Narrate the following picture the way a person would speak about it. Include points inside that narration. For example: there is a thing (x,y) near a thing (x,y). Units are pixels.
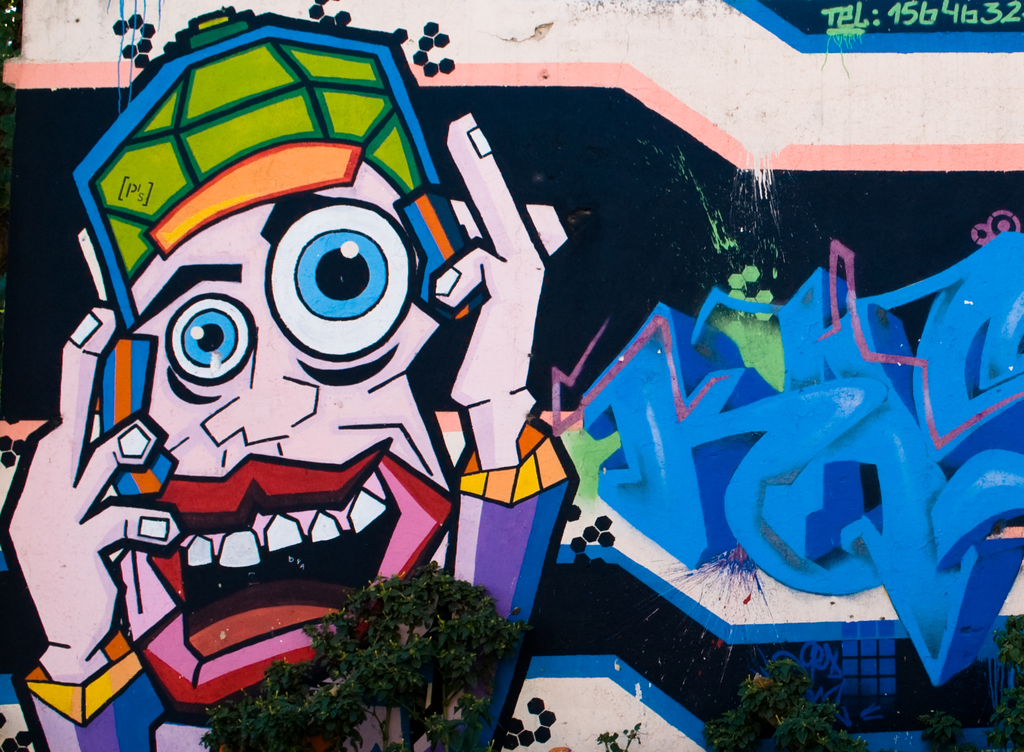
In this image we can see there is a wall (472,283) with a painting (501,356). And in front of the wall (547,673) there are plants (338,634).
